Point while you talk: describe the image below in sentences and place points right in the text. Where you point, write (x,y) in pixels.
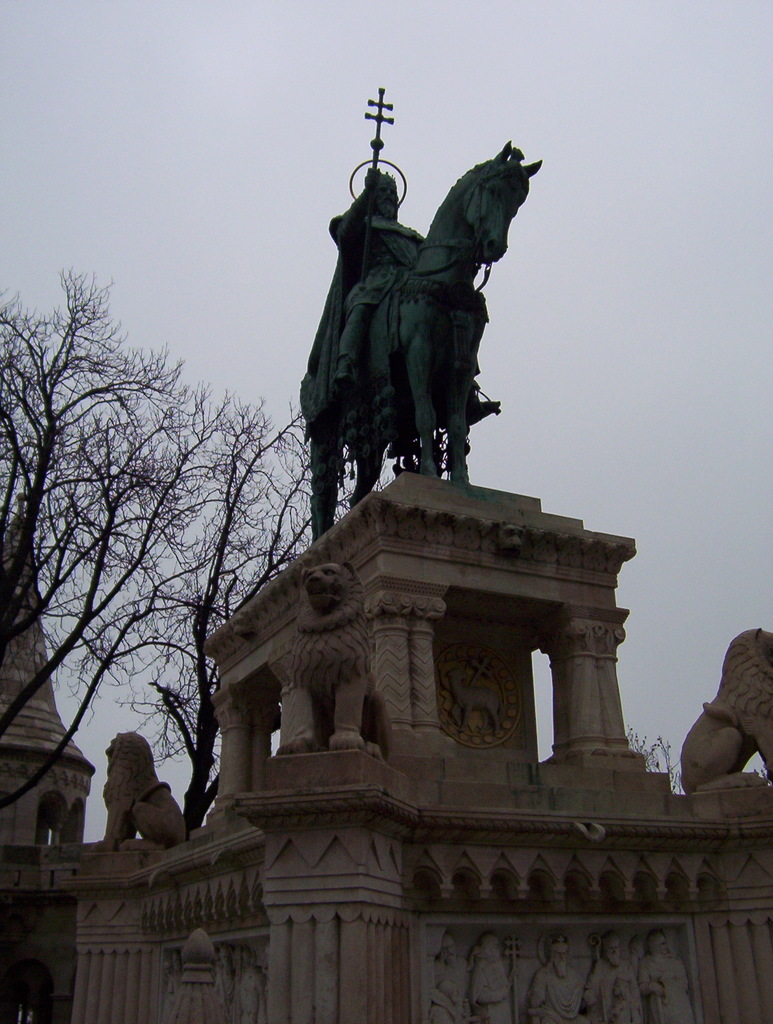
In the picture we can see a historical construction (351,884) with some sculptures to it and on the top of it, we can see a statue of a man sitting on the horse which is black in color and behind it we can see two dried trees (59,433) and a sky (570,456).
